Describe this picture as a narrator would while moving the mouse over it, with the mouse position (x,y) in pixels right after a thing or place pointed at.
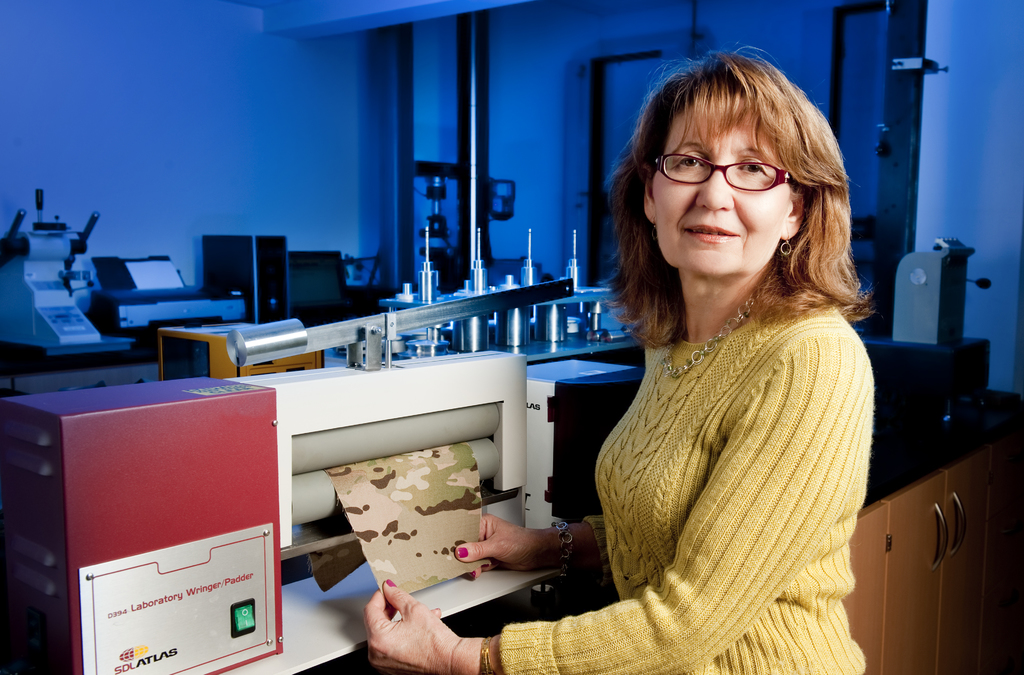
In the picture we can see a woman (741,526) standing near the desk (956,557), on the desk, we can see some cloth preparing machine (353,362) and some red color box (185,455) connected to it and in the background (506,270) also we can see some machines (961,365) and besides, we can see a computer machine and CPU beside it near the wall (1011,208), and to the desk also we can see some cupboards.
